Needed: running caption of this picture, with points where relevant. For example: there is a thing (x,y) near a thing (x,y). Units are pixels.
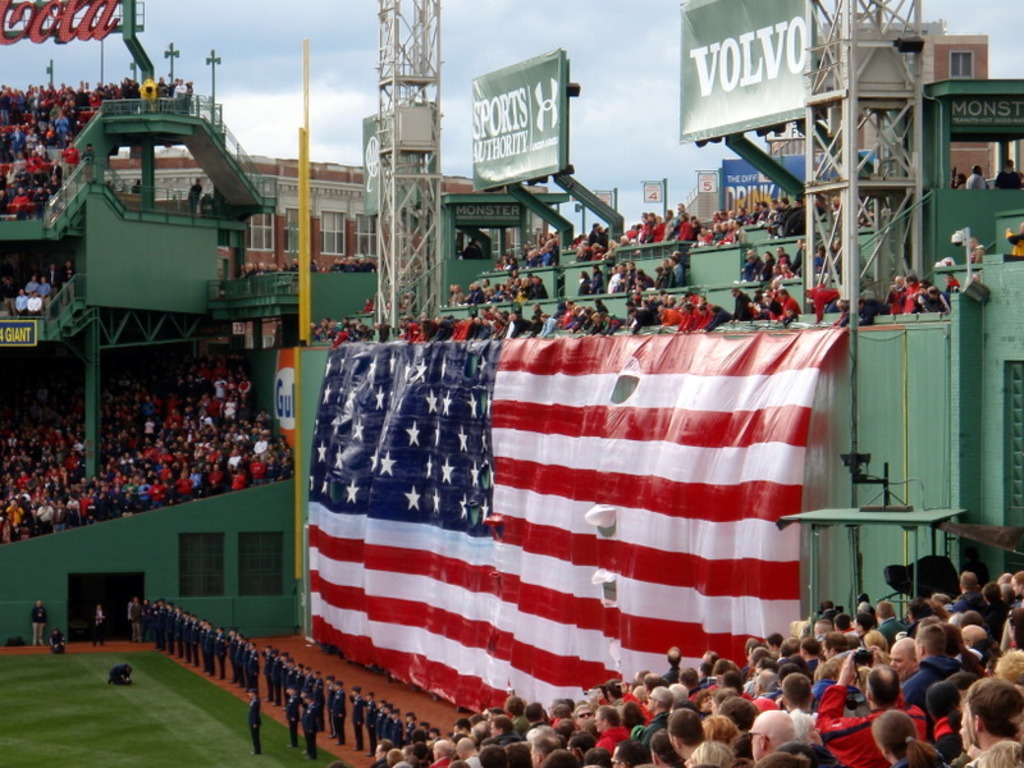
In this image I can see a group of people (380,760) sitting on both-sides and few people (239,653) are standing. Back I can see a flag (585,525), few people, wall (146,244), poles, boards (548,114), buildings (331,204), windows (334,232), stairs (248,203). The sky (588,122) is in white and blue color.
